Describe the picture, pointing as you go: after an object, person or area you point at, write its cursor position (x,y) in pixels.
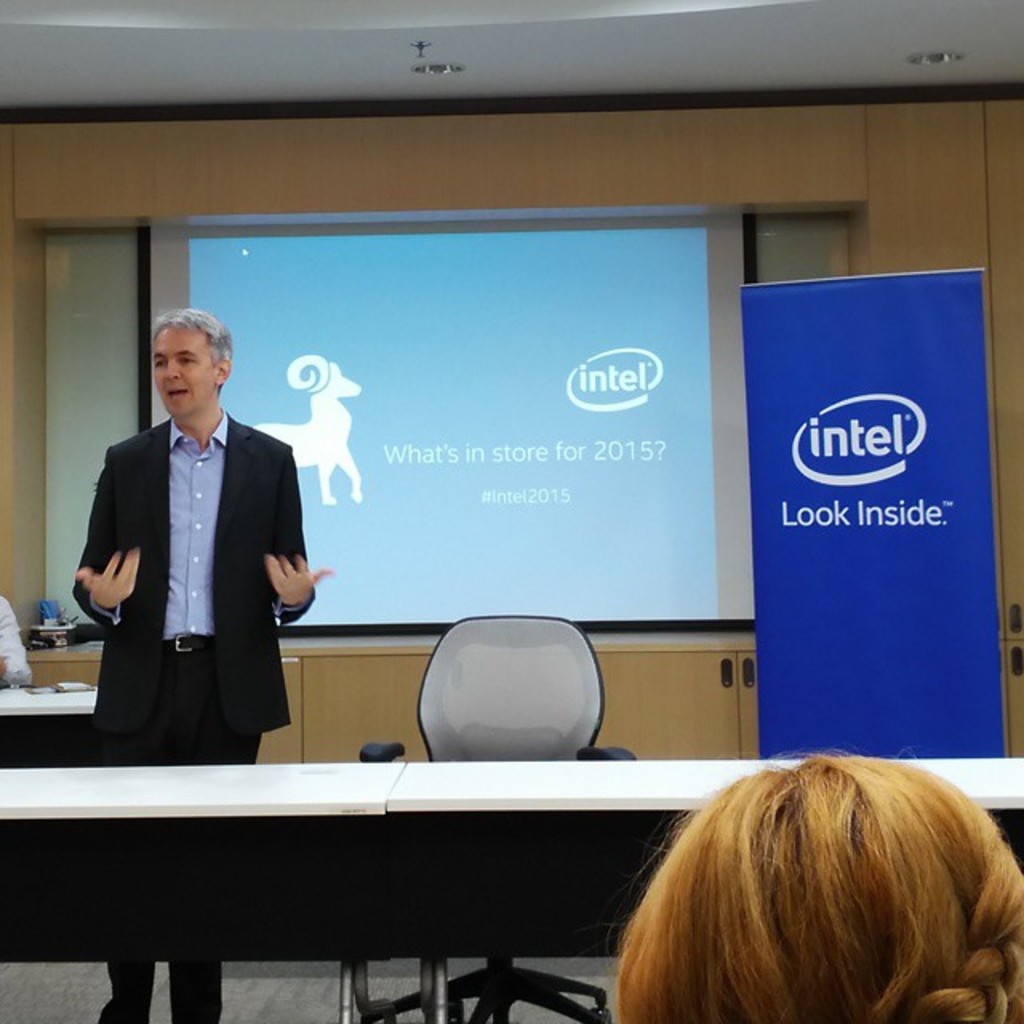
This is an image clicked inside the room (607,188). Here I can see a man (240,582) wearing black color suit (236,566), standing and speaking something. In front of this person (205,720) there is a table (317,803) and a chair (508,742). In the background (545,279) there is a screen (322,293).
